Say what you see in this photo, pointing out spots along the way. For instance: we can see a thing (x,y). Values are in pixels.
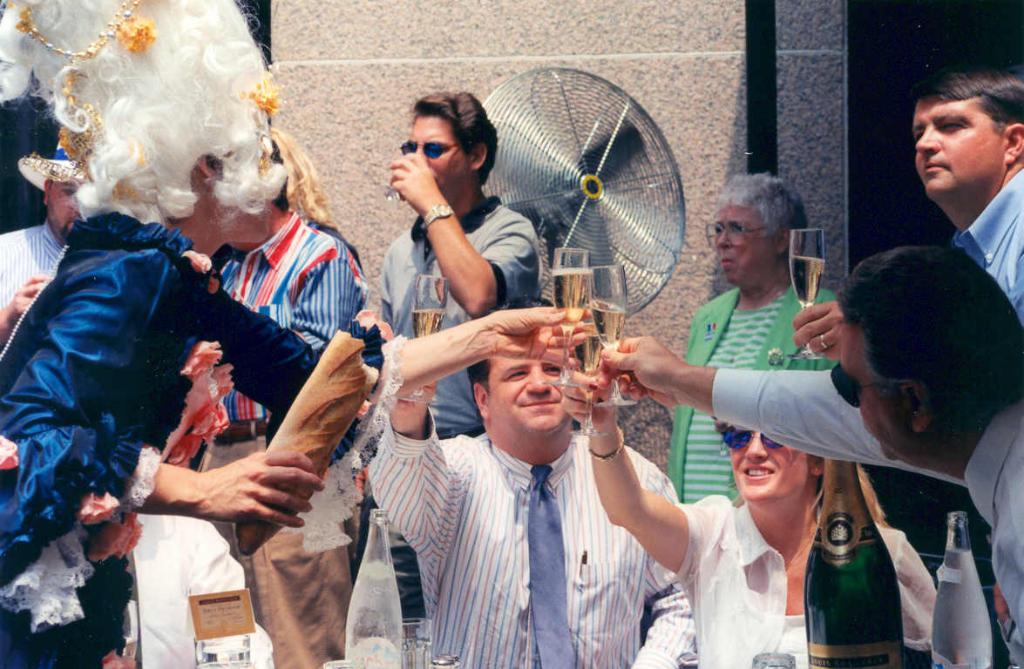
In this image we can see people (460,450), some of them are holding glasses (606,316). The person (319,530) standing on the left (337,528) is holding a bread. In the background (591,247) there is a fan (677,235) and we can see a wall (487,32). At the bottom (894,605) there are bottles (877,628).
